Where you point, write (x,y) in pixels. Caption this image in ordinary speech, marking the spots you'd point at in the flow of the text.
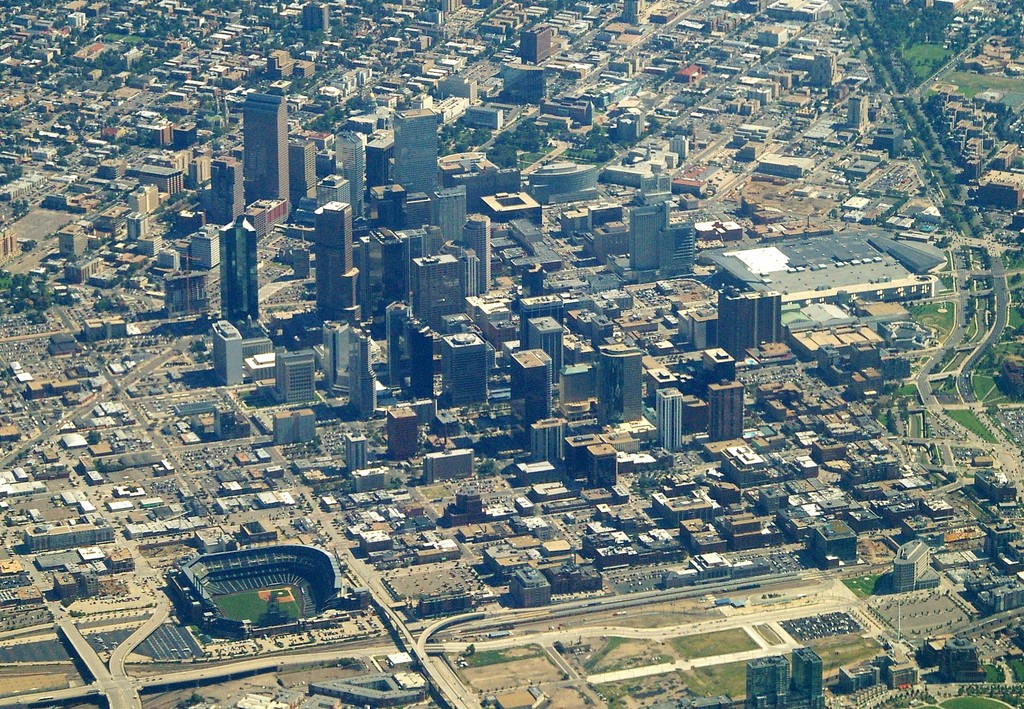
This is an aerial view, in this image there are buildings (560,489), towers (362,450), roads (963,327), trees (883,25), stadium (237,592).
